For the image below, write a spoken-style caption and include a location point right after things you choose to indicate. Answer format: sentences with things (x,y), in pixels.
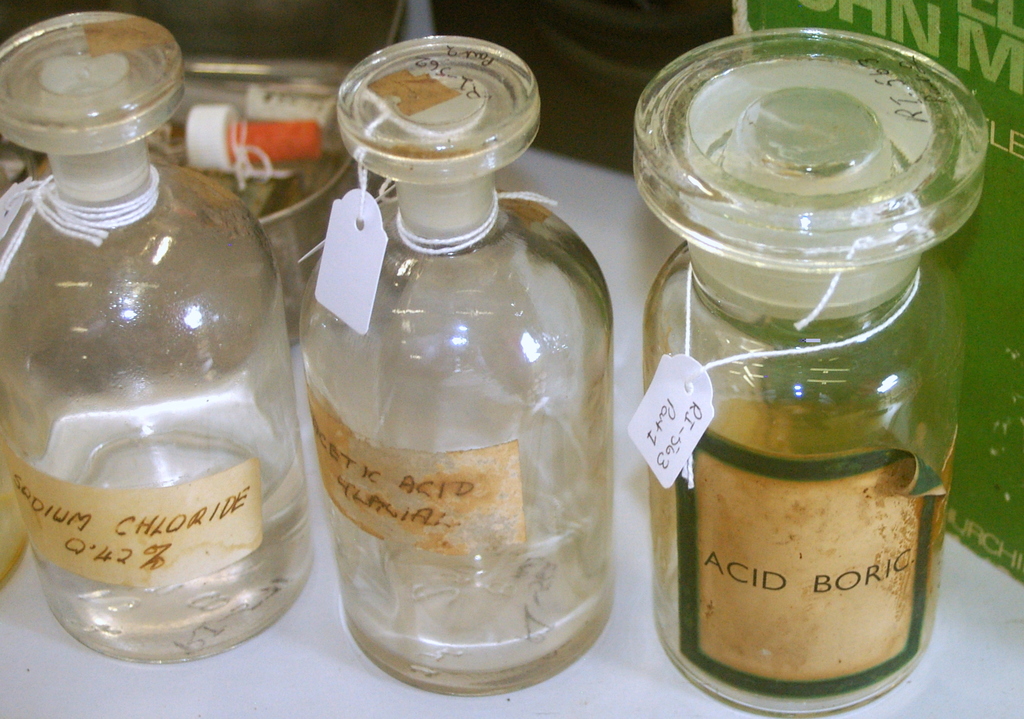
Here we see bottles (878,92) on the table (2,718).
